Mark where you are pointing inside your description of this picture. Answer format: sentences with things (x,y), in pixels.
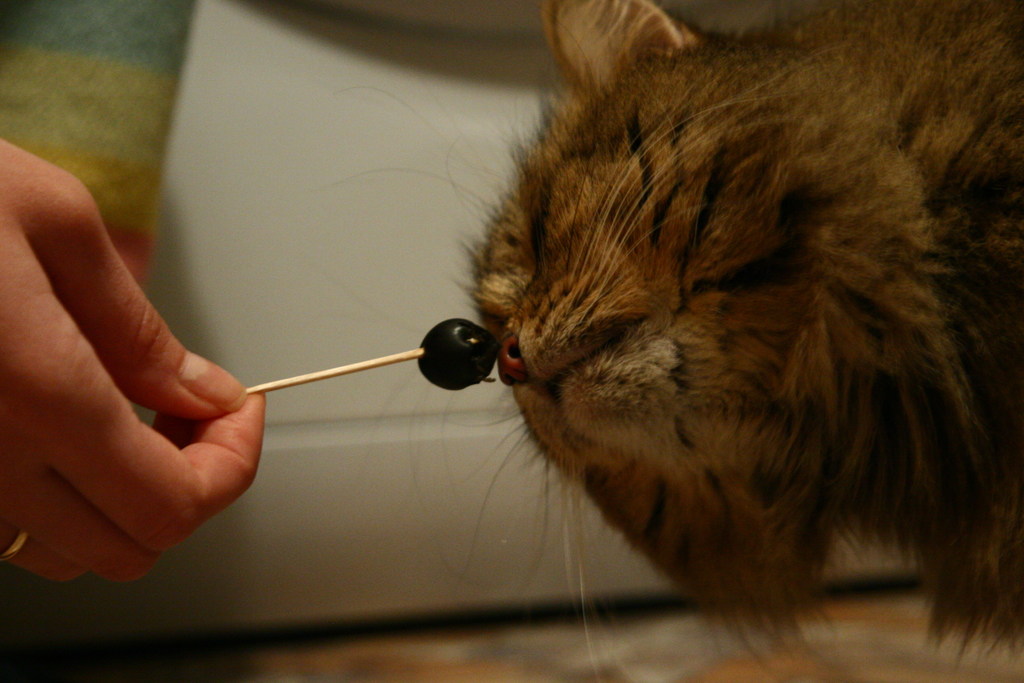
In this picture we can see an animal (603,413) and a person hand (241,395) is holding a toothpick (425,355) and in the background (285,301) it is blurry.
